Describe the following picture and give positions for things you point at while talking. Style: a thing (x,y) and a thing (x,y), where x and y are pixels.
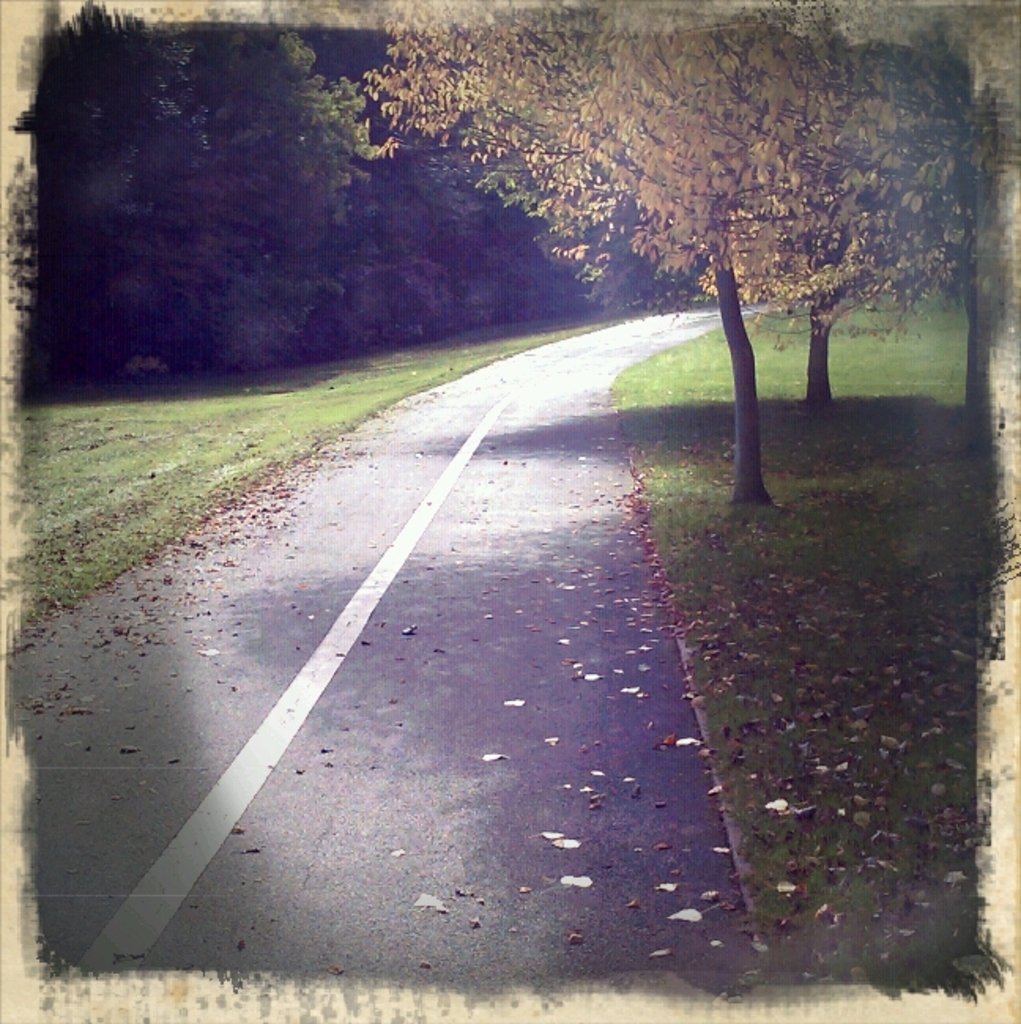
In this picture we can see a road (480,721) and on the path (409,594) there are some dry leaves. On the left (326,156) and right side of the road (471,420) there are trees (65,383).
